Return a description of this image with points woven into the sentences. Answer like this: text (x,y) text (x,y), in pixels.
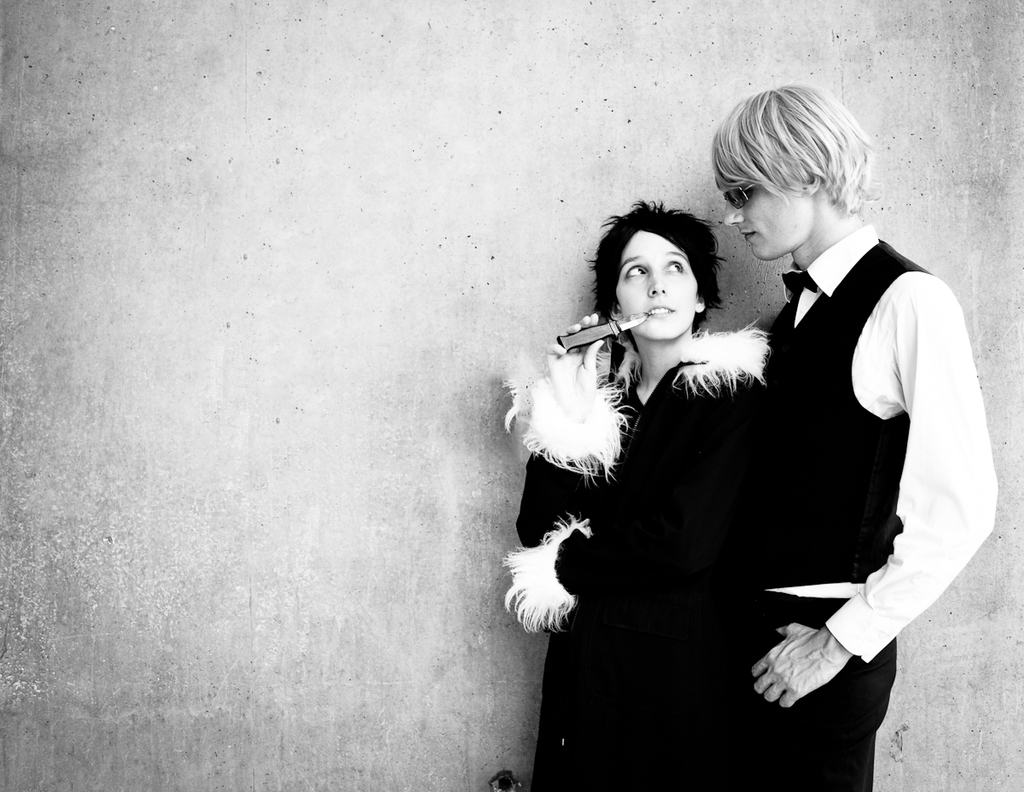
In this picture I can observe a couple (747,508) on the right side (692,345). In the background (421,214) I can observe wall (424,139). This is a black and white image.
